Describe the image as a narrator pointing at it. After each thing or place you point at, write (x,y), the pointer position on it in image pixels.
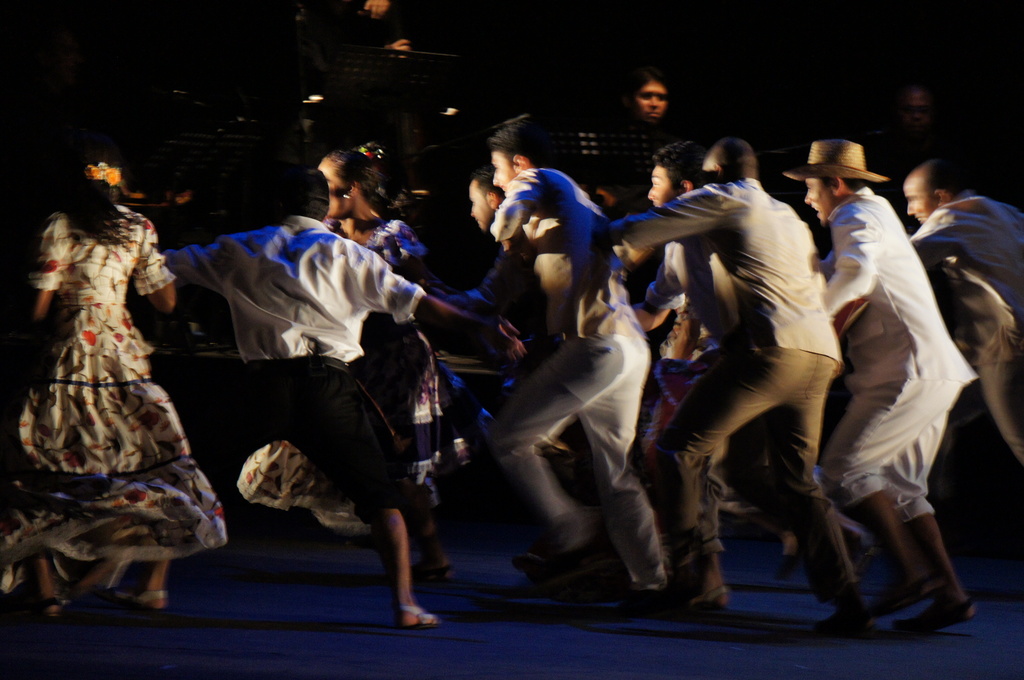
In this picture there are group of people (92,415) dancing. At the back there are group of people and there are stands (246,149) and microphones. At the bottom (168,637) there is a floor (383,605).
